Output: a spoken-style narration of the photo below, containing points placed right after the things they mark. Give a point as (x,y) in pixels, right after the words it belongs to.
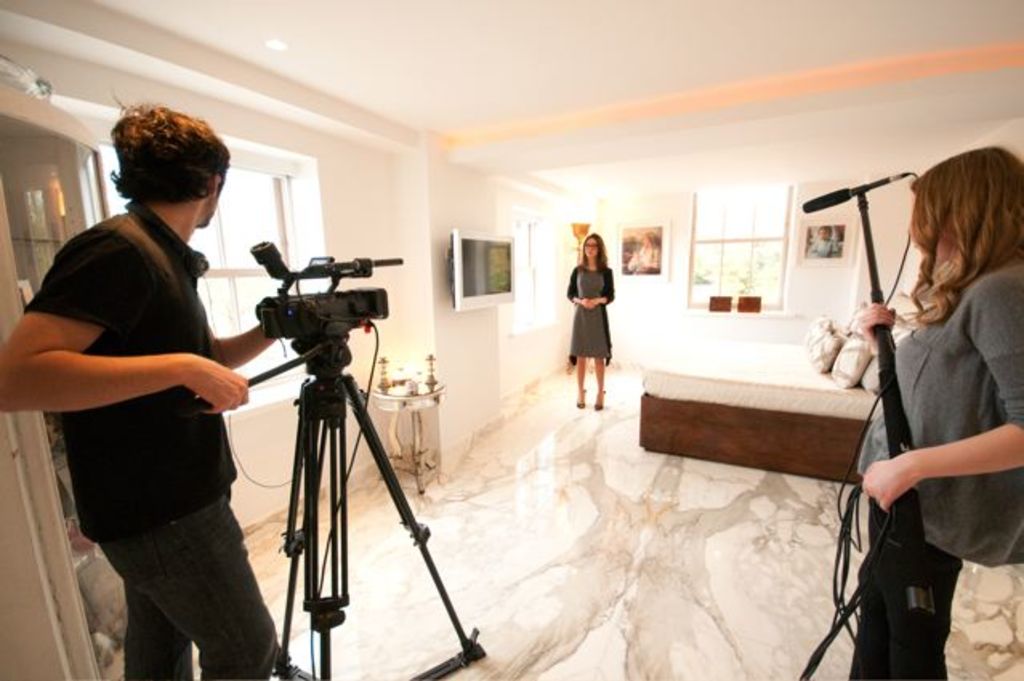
In the left side (25,411) a man (215,387) is holding the camera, he wore a black color t-shirt (169,346), in the middle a woman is standing. In the right side (939,306) a woman (930,316) is holding the microphone (879,302).
